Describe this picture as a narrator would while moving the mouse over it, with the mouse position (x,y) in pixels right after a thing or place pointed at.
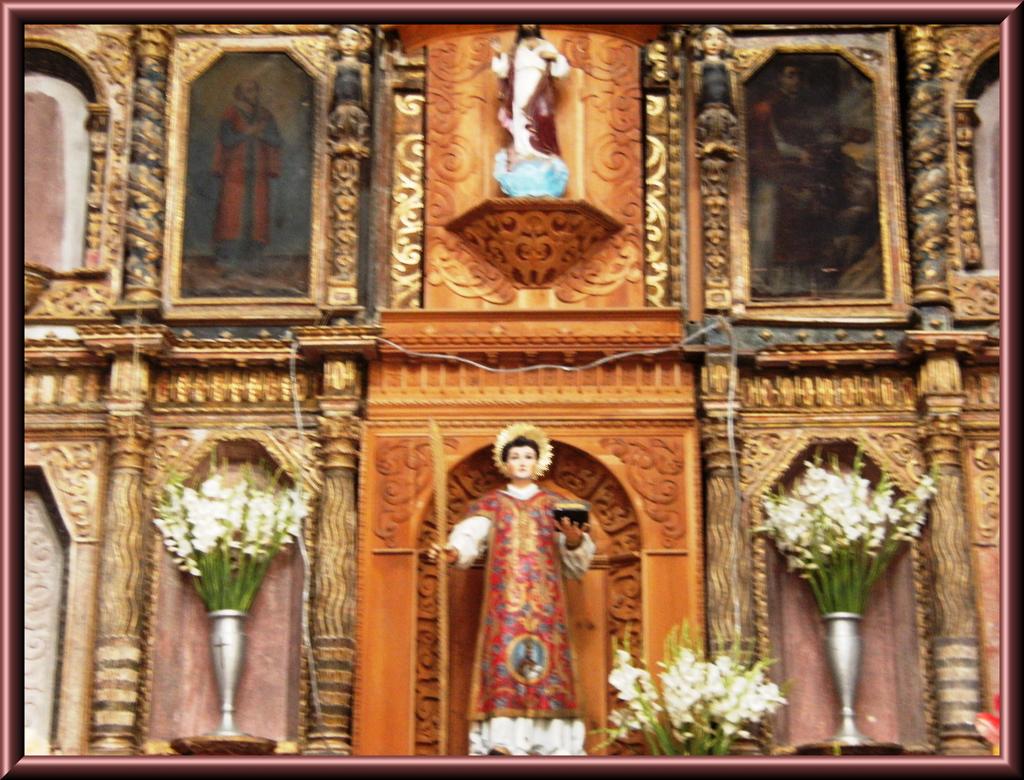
In this picture we can see sculptures (540,150), flowers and frames (174,271) on the wall (620,304).
